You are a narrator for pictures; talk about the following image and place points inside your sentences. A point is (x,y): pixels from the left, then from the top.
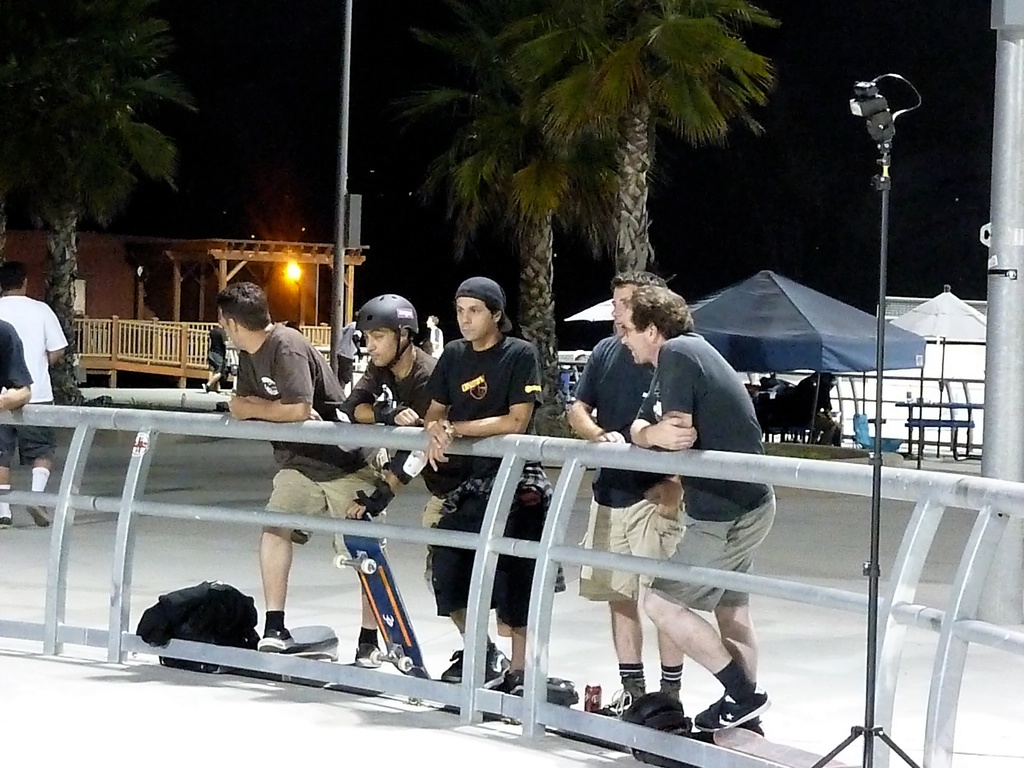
In this picture there are five persons (746,448) standing near to the fencing (639,556). The second person (422,455) who is wearing helmet (406,327), t-shirt (418,377), gloves (364,494), short (439,529) and shoe (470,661). He is holding skateboard (391,645). On the bottom left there is a black bag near to the fencing (227,652). In the background (793,403) we can see the group of persons (784,413) sitting on the bench (783,429) under the umbrella (756,339). On the left (31,236) background (30,251) there is a house (201,274), beside that we can see wooden fencing (144,325). On the top (463,99) we can see street light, pole (342,133) and trees (564,63). On the top right corner (950,222) we can see darkness (963,124).
